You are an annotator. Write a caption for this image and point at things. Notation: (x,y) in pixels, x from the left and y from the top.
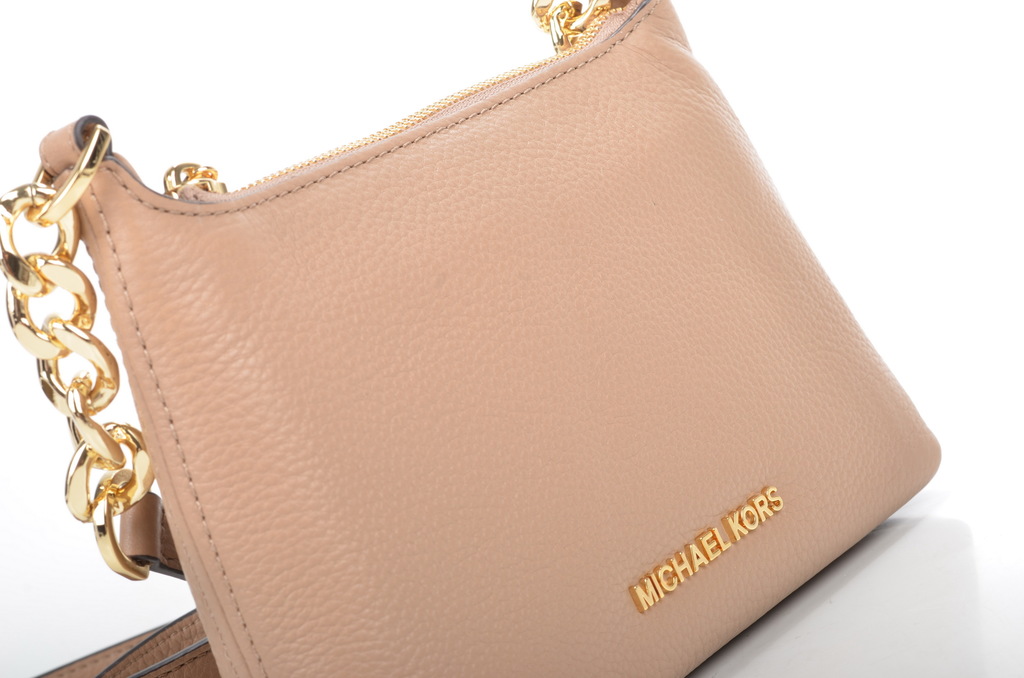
In this image I see handbag (355,662), which is of cream in color.
